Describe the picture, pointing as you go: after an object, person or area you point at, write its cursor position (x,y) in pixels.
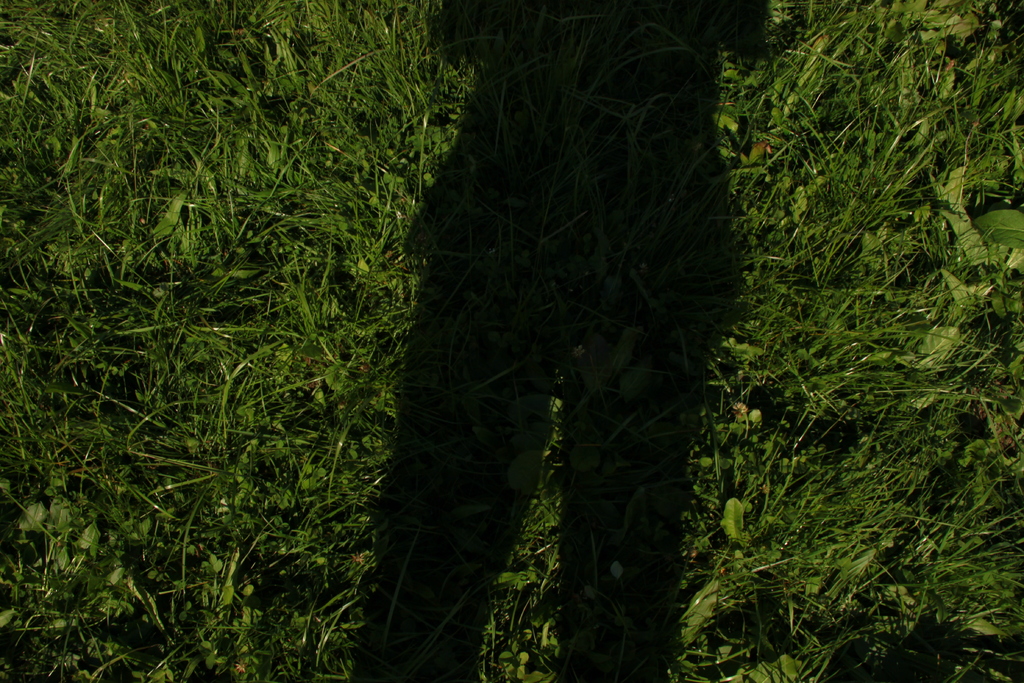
In the image we can see a shadow (604,69) and grass (395,479).
